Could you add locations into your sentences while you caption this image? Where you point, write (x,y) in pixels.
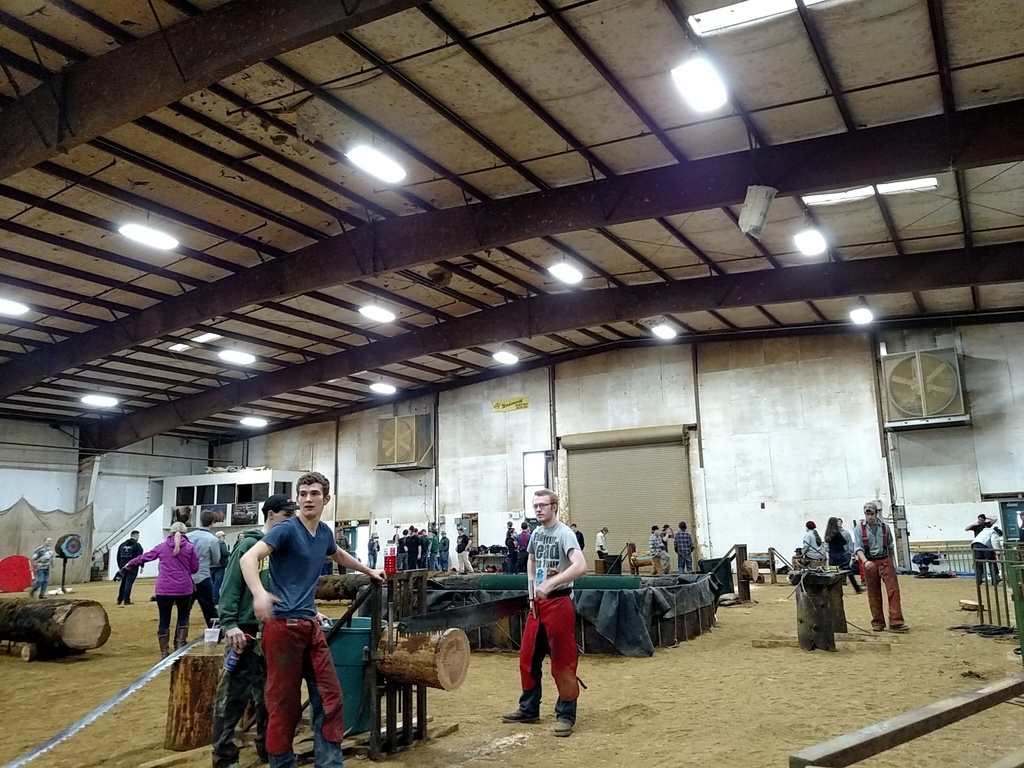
In this image we can see many people (874,560). Also there are wood cutting machines (419,606) and there are wooden logs (189,710). On the ceiling (416,264) there are lights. In the back (480,404) there is a wall (480,411). And there are exhaust fans (388,435). Also there is a saw (442,614).
